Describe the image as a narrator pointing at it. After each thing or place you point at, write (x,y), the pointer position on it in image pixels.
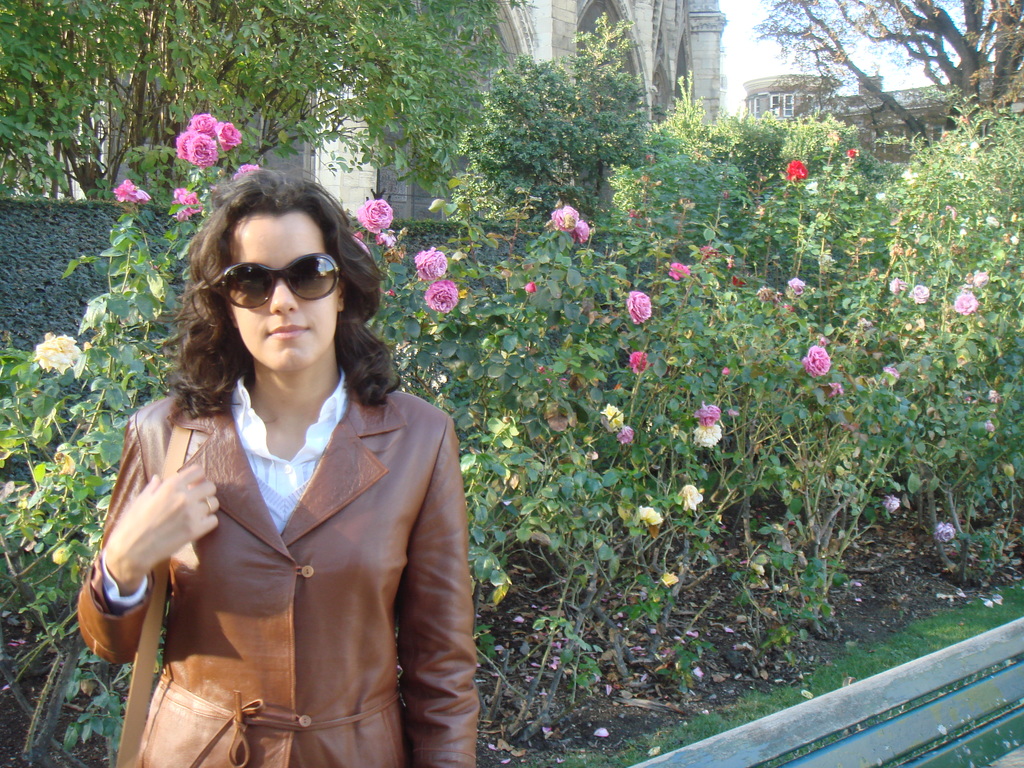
On the left side of the image (209,468) a lady (287,385) is standing and wearing goggles (328,294) and carrying a bag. In the middle of the image (652,352) some plants (763,352), flowers (640,365) are there. At the top of the image (682,67) we can buildings (718,69) and sky (743,46) are present. At the top right corner (938,52) a tree (940,50) is there.
